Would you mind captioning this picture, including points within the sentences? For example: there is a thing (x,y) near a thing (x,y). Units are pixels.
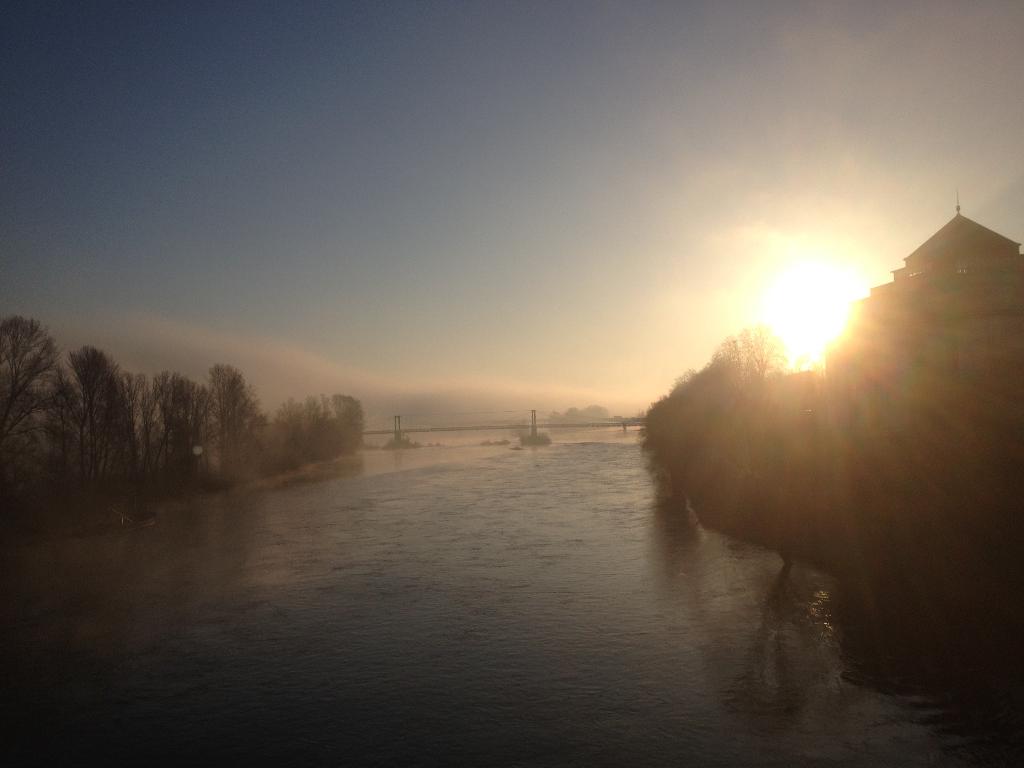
In the center of the image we can see a bridge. In the foreground (634,570) we can see water (544,595). In the background (815,500), we can see a group of trees (839,473), building (946,282) and sun (821,284) in the sky (552,319).
